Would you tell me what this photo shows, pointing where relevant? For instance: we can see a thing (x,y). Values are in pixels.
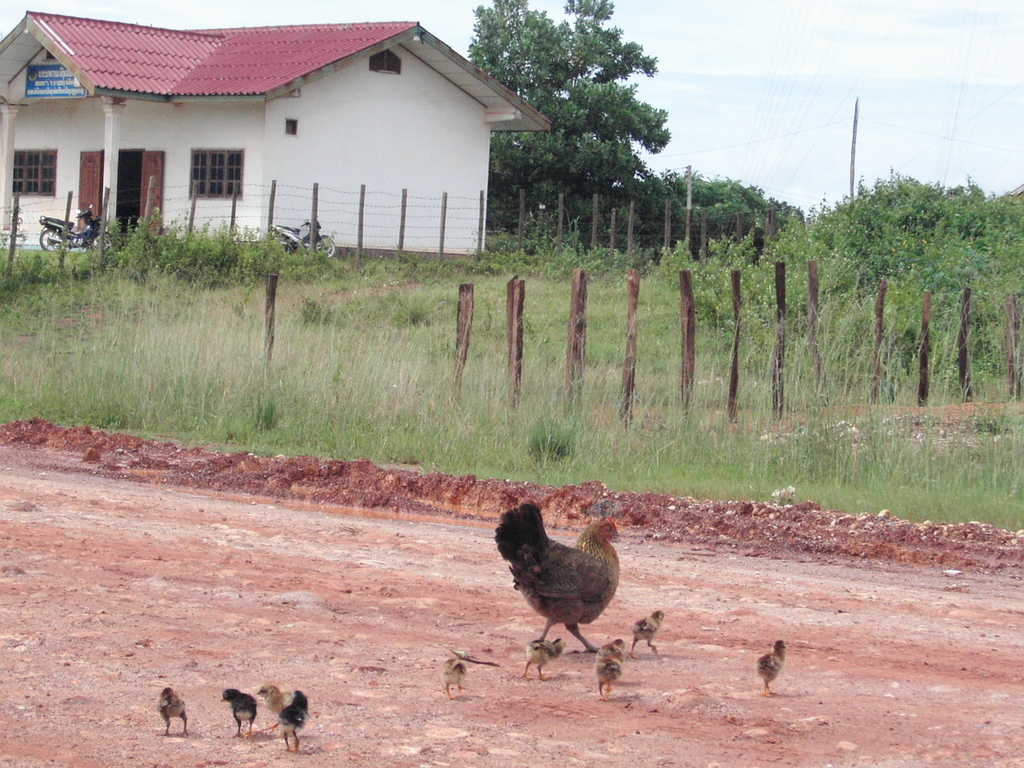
In this picture we can see a hen (550,577) and chicks (265,697) on the ground (463,730). Behind the hen (560,580), there are wooden poles (818,305), wire fencing (390,221) and grass (231,368). At the top of the image (251,154), there is a house (139,159) with doors (89,171), windows (25,171) and a name board (48,70). In front of the house (114,191), there are vehicles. On the right side of the house (448,160), there are trees (550,172) and the sky (760,135).
